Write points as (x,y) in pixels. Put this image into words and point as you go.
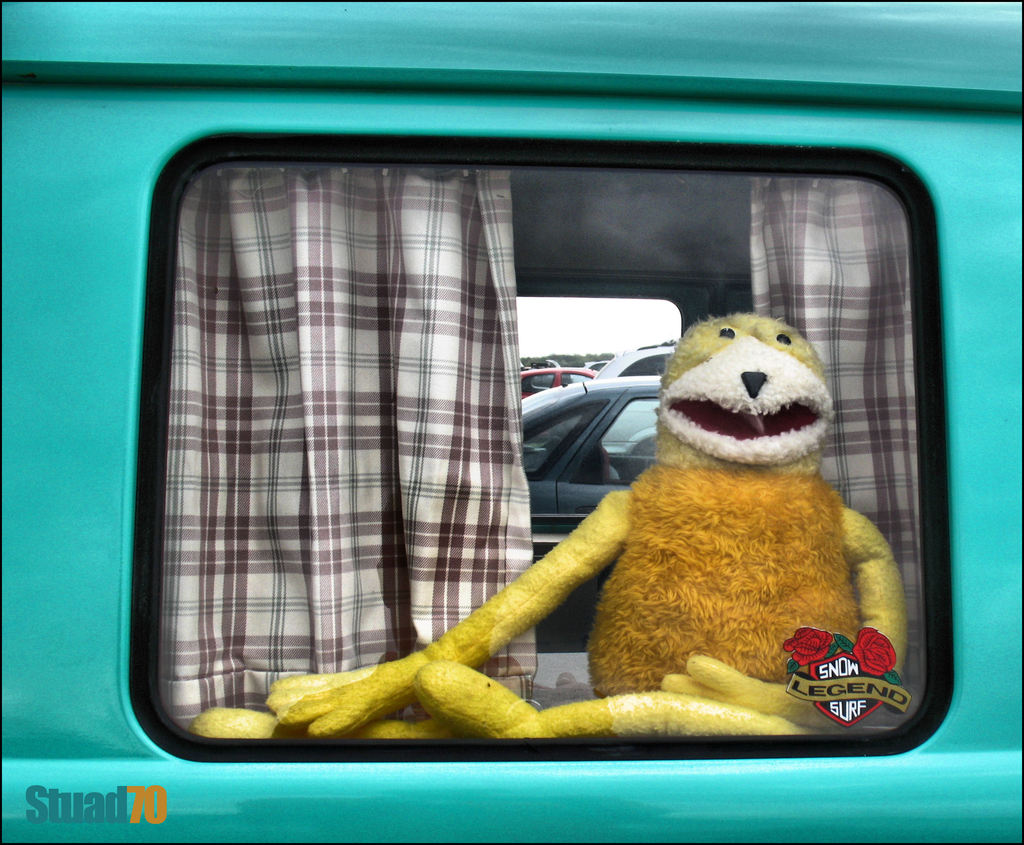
In this picture we can see a window (688,154) on an object (149,225). Through this window (584,369), we can see the toy (835,499), curtains (315,412), vehicles (540,399), some greenery (550,359) and the sky (629,321) is visible in the background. We can see some text (113,821) and numbers (133,791) in the bottom left (83,806).
